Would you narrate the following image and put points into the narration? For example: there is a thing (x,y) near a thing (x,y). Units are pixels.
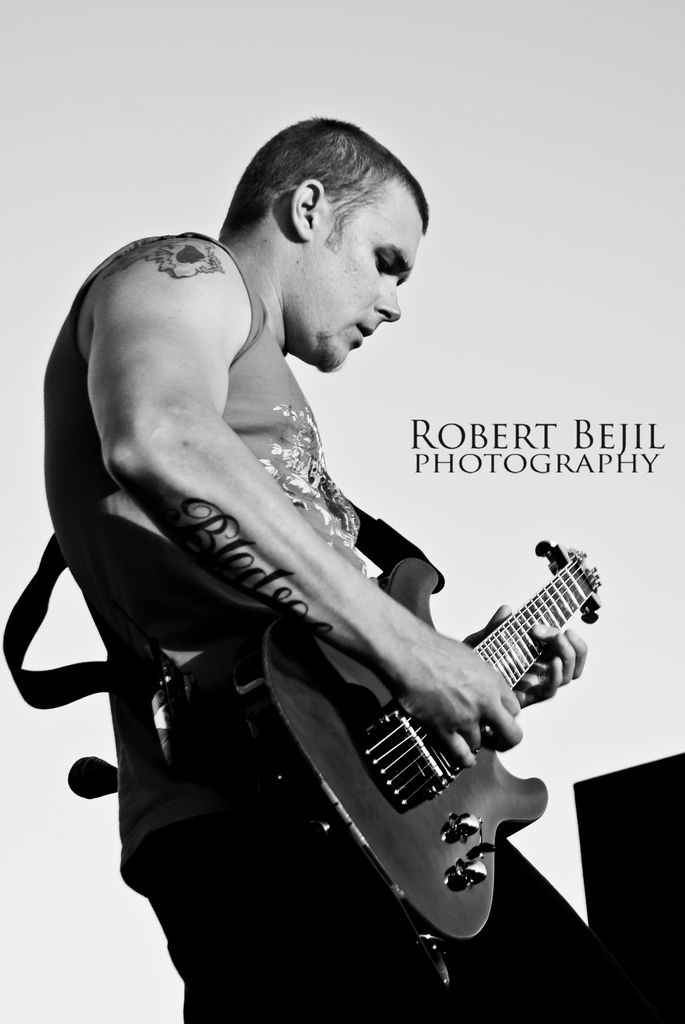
In the image there is a man (345,551) stood and playing guitar (359,724).
